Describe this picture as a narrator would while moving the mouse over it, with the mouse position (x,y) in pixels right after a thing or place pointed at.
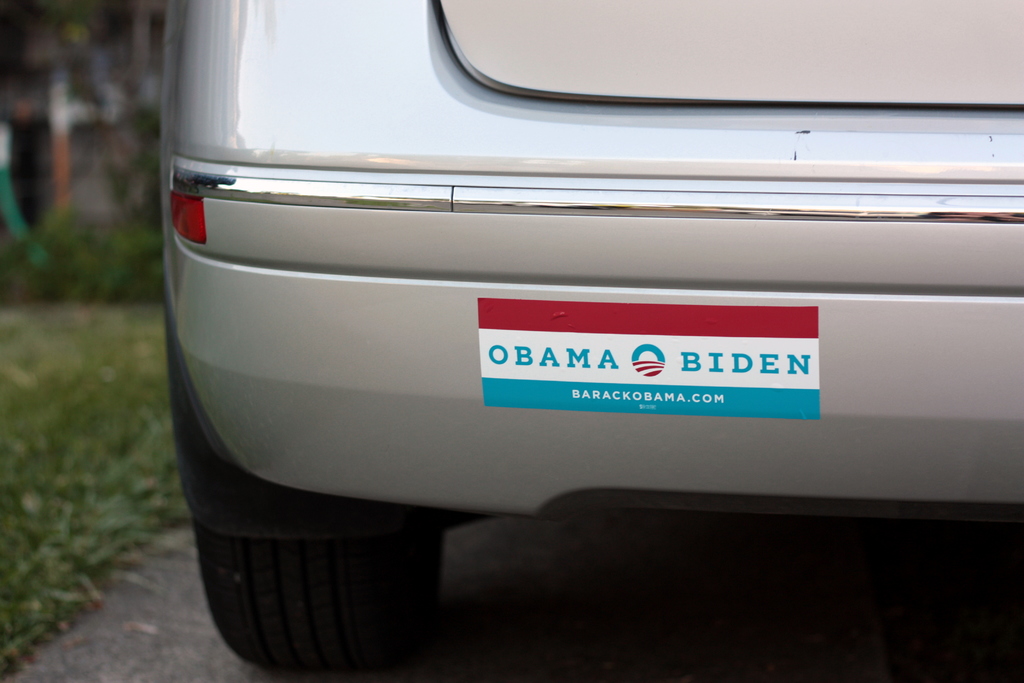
This is the picture of a vehicle (268,265). In this image there is a vehicle (516,479) on the road (612,650) and there is a sticker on the vehicle (511,441). On the left side of the image (28,278) there is a tree (28,278). At the bottom (127,484) there is grass (95,529) and road (156,643).
